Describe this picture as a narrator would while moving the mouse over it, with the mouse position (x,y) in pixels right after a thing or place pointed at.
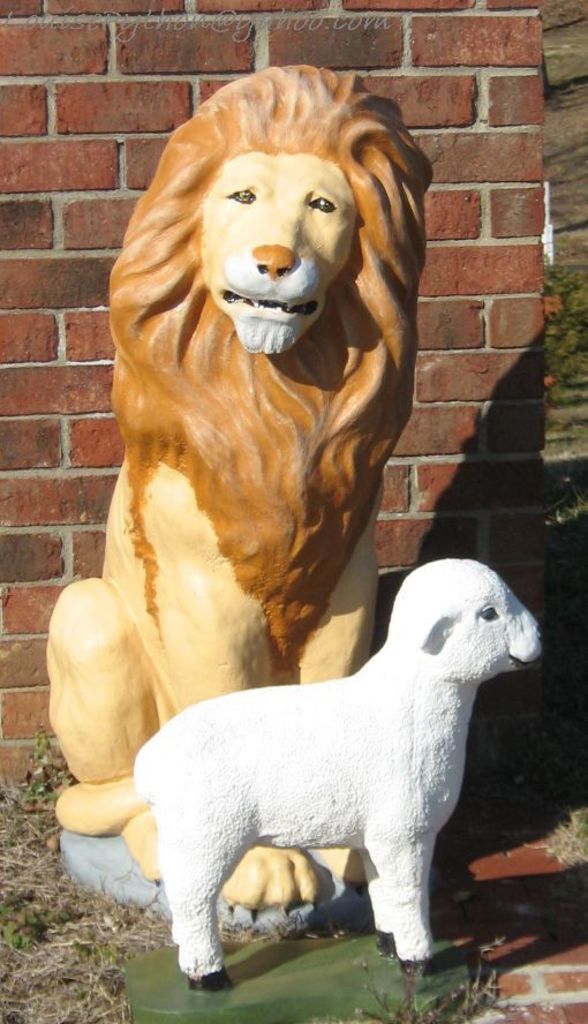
In this image there is a lion (175,389) and sheep statues (310,704), in the background (125,25) there is a brick wall (542,486), at the top (384,19) there is text (268,18).
